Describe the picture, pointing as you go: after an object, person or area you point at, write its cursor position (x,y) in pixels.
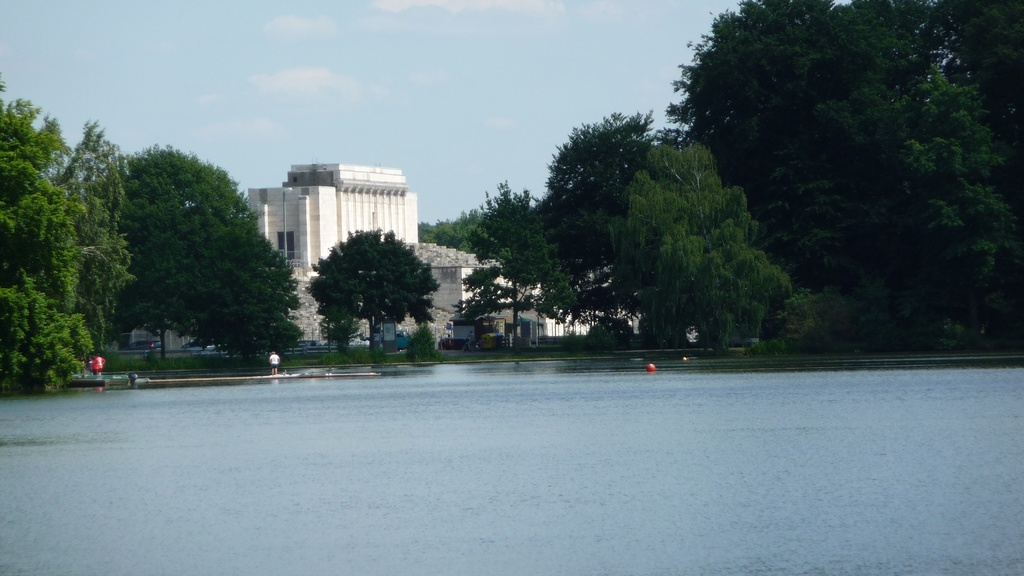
At the bottom of the picture (644,438), we see water (564,417) and this water (449,426) might be in the lake (326,442). On the left side (66,361), we see the trees (51,334). Beside that, we see two people (96,373) are standing. In the middle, we see a man (276,362) in the white T-shirt (278,360) is standing. On the right side (884,248), we see the trees (538,275). There are trees (398,307), buildings (321,201) and poles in the background (396,303). At the top (322,98), we see the sky (197,13).
